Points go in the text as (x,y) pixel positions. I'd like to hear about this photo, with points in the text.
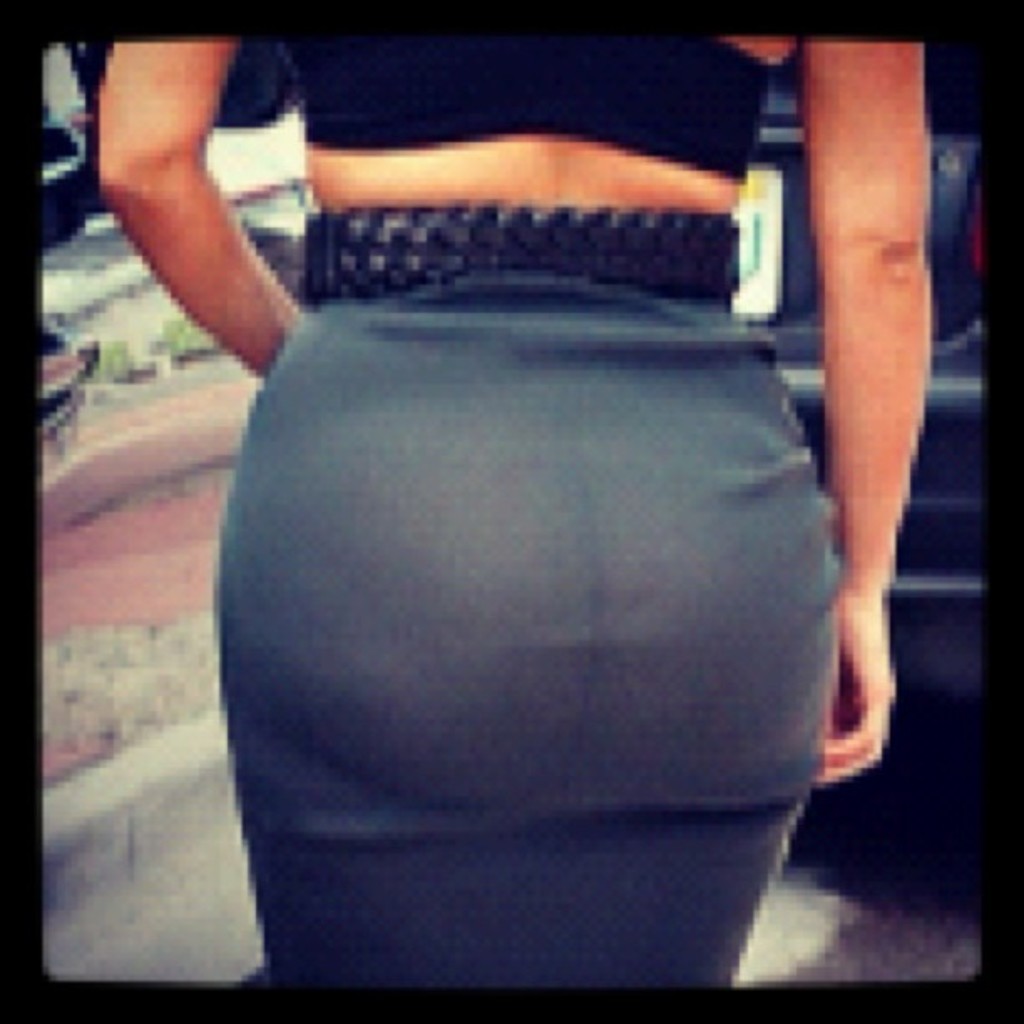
In this image we can see a person (634,354). In the background (70,185) it is blur.
